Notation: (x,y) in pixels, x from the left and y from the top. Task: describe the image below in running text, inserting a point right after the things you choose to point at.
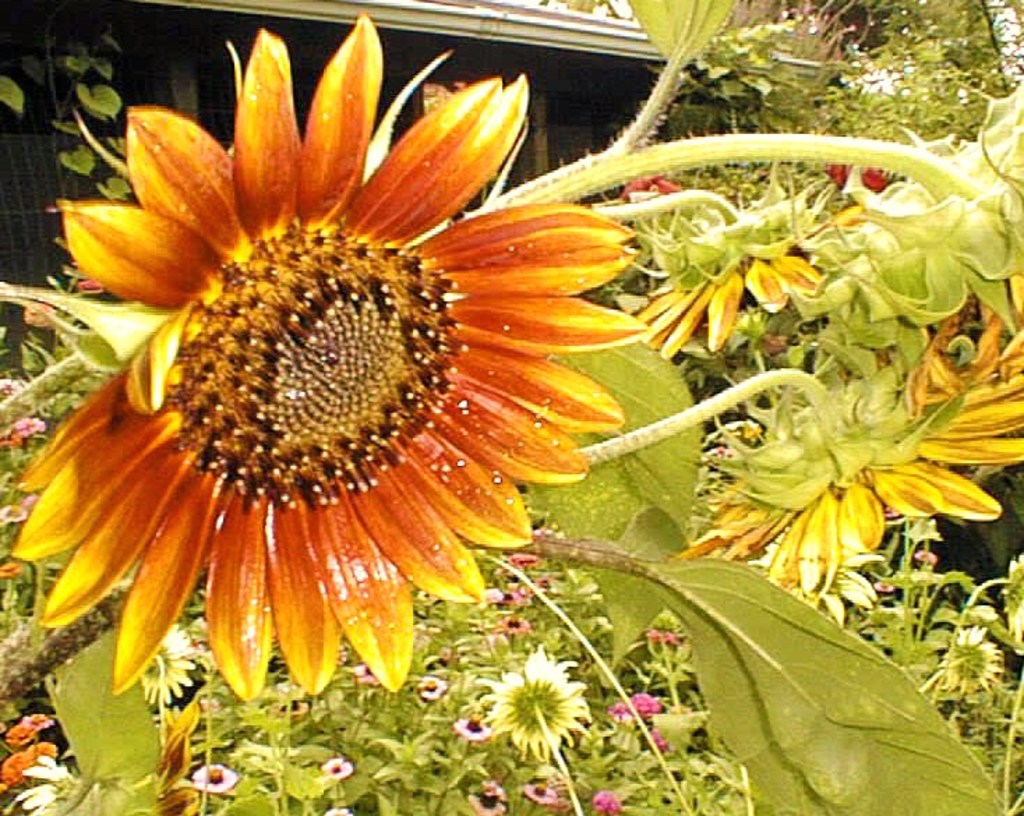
In this image I can see few flowers (219,439) in orange and yellow color and I can leaves (824,638) in green.
